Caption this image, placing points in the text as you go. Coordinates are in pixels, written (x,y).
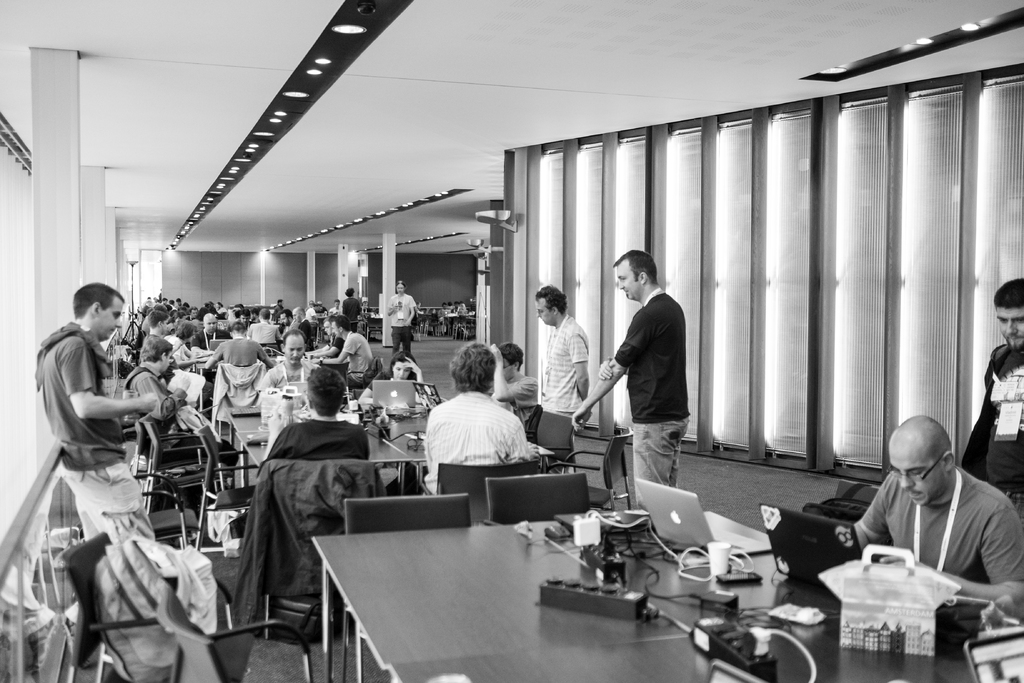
in this picture we can see a man (883,523) sitting on the chair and working on the laptop (838,544), and in front (740,591) there is the table (669,587) and some objects (651,553) on it, and beside some are standing, and there are group of people (313,307) sitting on the chair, and at the top (301,120) there is roof (338,58) and lights (213,200) on it.
